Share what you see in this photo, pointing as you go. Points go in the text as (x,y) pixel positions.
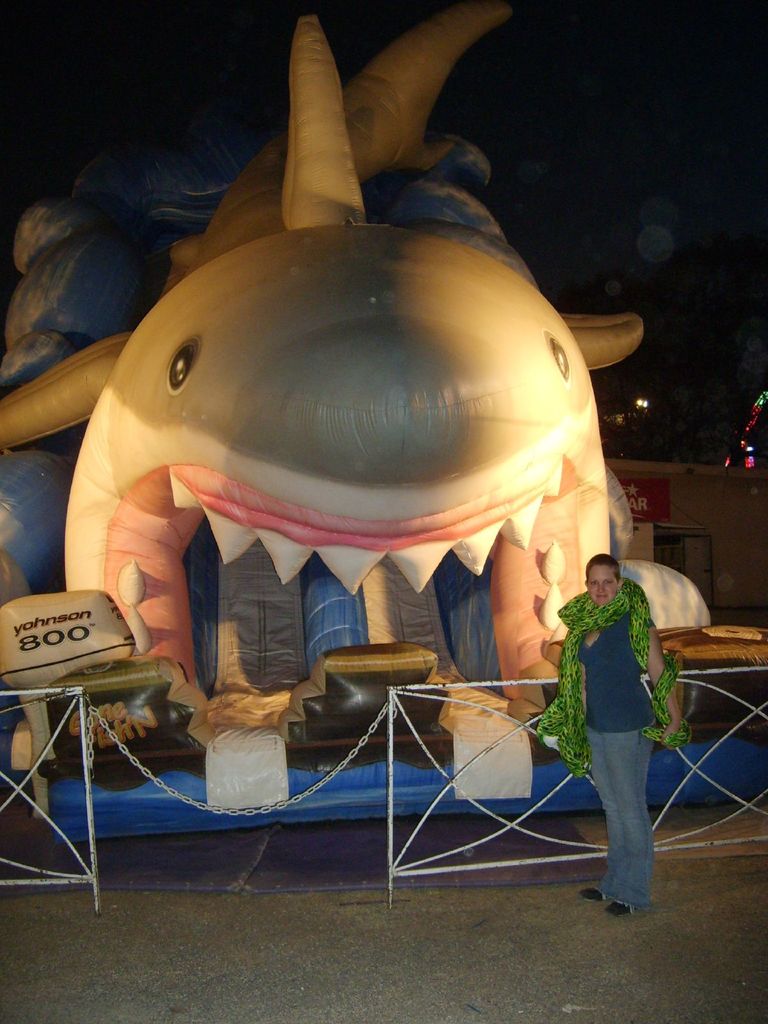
In this picture we can see a person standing on the ground (596,919), at back of this person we can see a fence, inflatable object (402,604), building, lights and some objects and in the background (564,281) we can see it is dark.
